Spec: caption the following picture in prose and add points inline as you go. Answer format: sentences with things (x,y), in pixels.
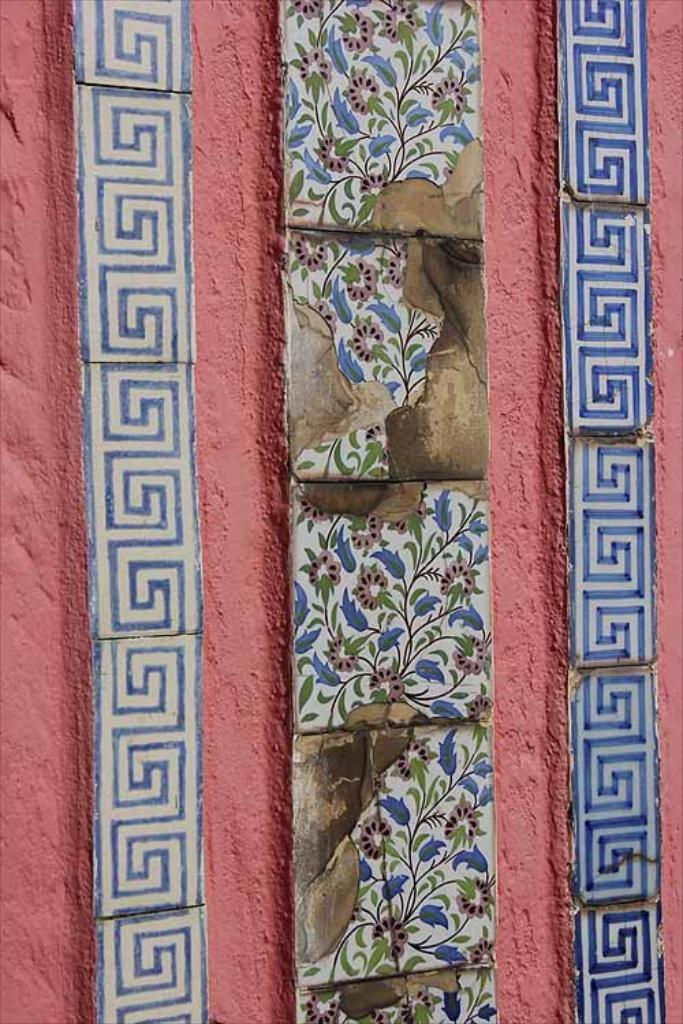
In this image we can see a wall (227,782). On wall (237,235) different type of tiles (359,455) is attached.
